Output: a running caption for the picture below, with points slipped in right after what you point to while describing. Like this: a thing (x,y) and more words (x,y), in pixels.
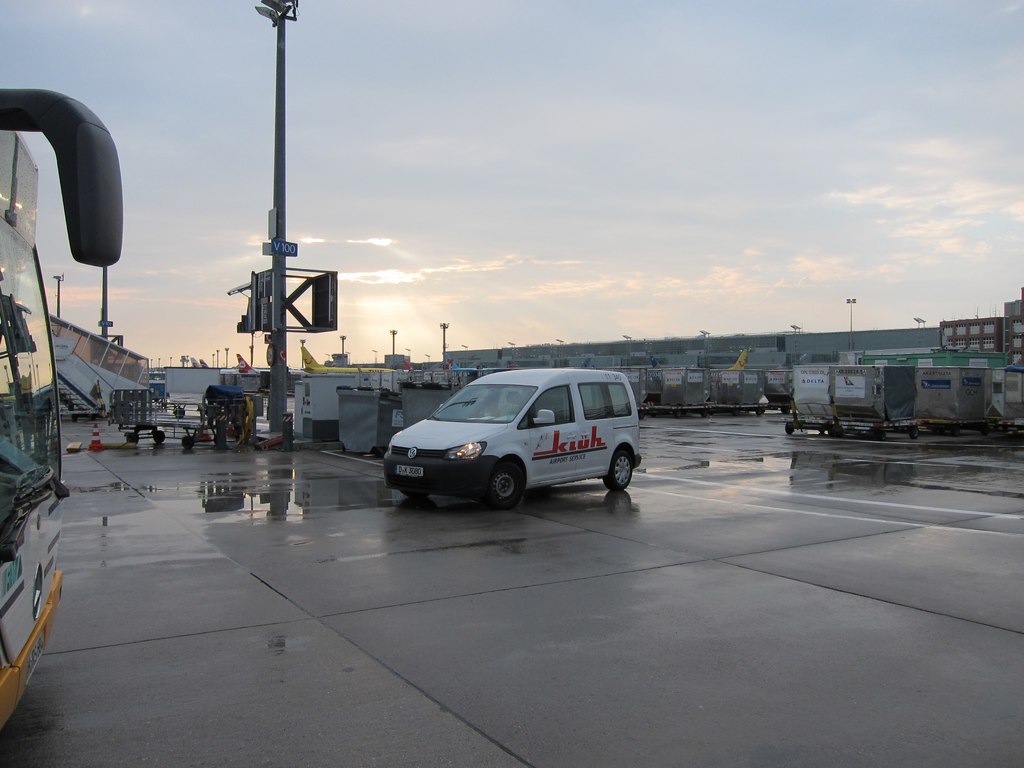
In this picture we can see the white color car (464,449) is parked in the ground (281,527). Behind there are two trash buckets (358,417) and electric pole (280,395). On the right hand side (838,401) there many baggage containers (852,401) placed on the ground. On the left side (16,437) there is a bus (53,396).
